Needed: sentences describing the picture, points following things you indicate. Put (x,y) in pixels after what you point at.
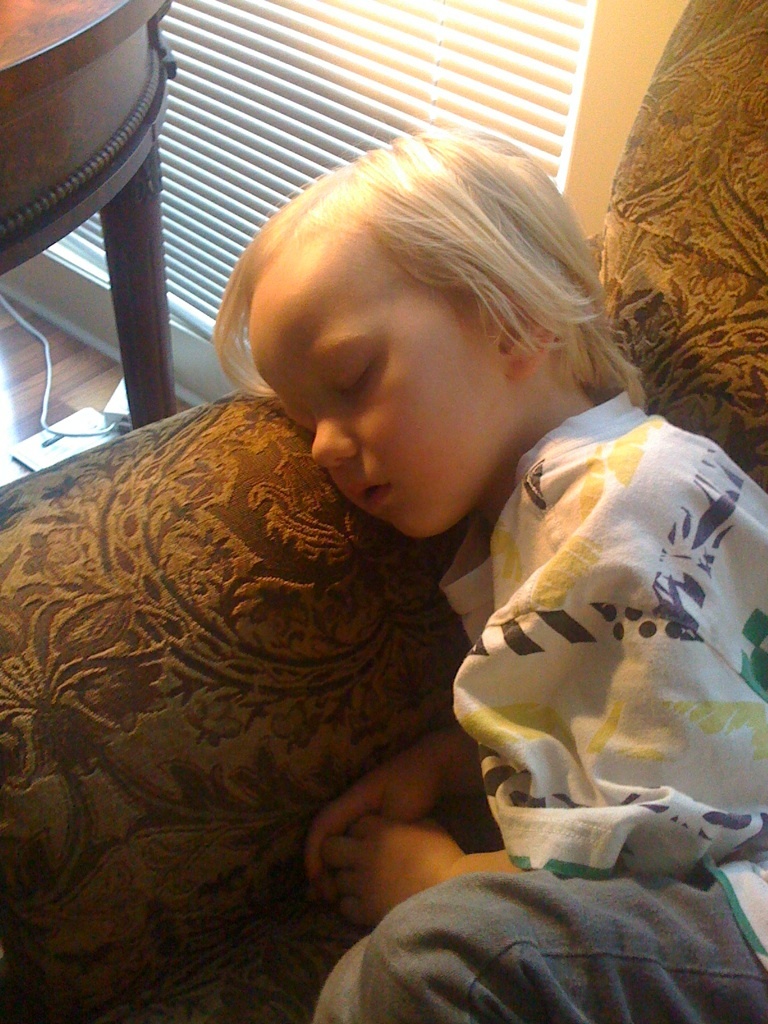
As we can see in the image there is a window blind (215,146), table (79,150), a boy (510,558) wearing white color dress (606,563) and sleeping on sofa (321,608).
